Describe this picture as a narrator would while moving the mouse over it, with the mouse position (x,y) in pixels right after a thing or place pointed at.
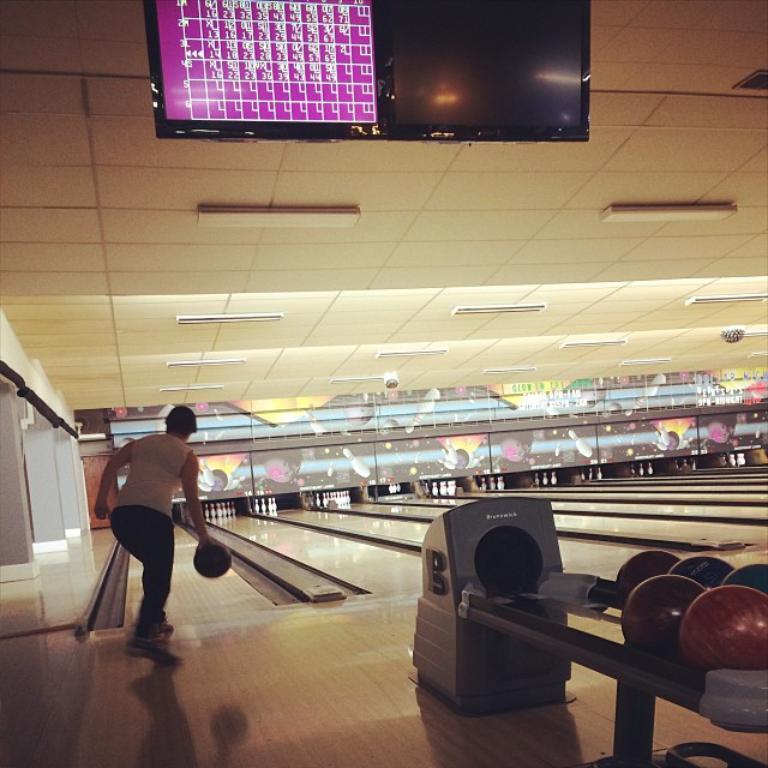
In this picture I can observe a woman (160,559) standing on the left side (131,501). She is playing bowling. On the right side (643,602) I can observe bowling balls (653,585). In the background (219,514) there are bowling pins (331,504) which are in white color. On the top of the picture (287,76) I can observe a screen (414,74).
